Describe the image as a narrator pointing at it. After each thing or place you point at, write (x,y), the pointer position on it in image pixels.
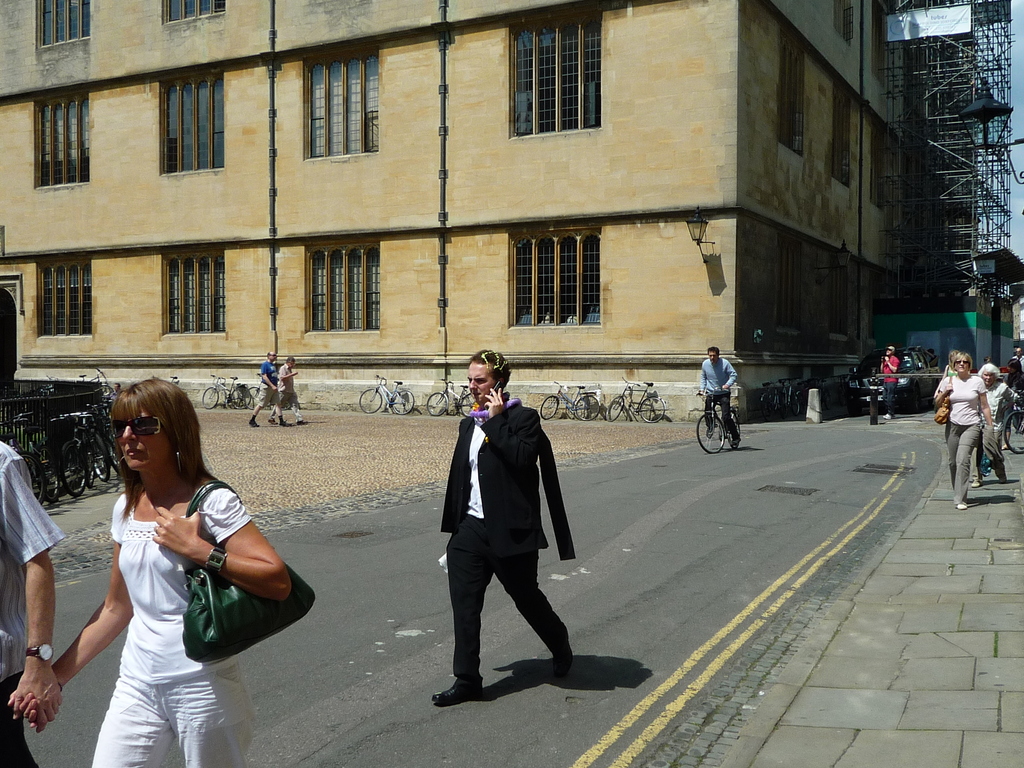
In this image we can see people (2,759) walking on the road (648,550). There is a person (722,363) riding a bicycle (716,412). In the background of the image (341,315) there is a building (493,257) with windows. There are bicycles (80,415). To the right side of the image (981,188) there are rods (947,142). At the bottom of the image (867,723) there is pavement (839,751).
